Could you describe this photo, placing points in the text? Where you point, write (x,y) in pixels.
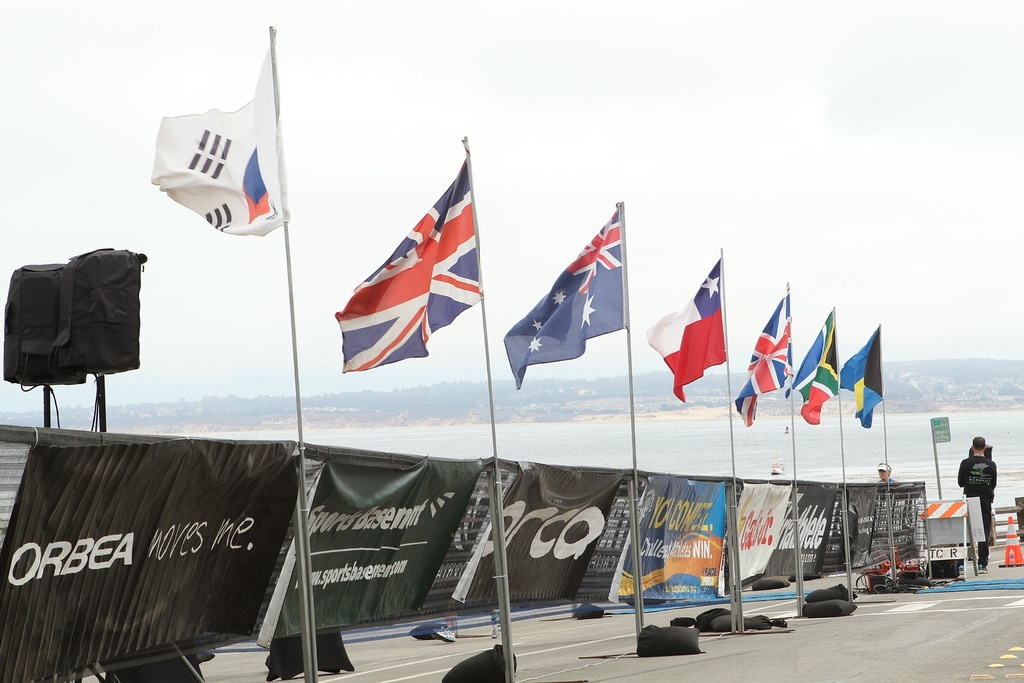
Here in this picture we can see number of flag posts (860,356) present on the road (413,643) and beside it we can see number of banners (270,490) hanging over a place (677,491) and we can also see speakers (95,366) present and in the far we can see a person (970,490) standing and in front of him we can see water (903,452) present all over the place (692,448) and we can see the sky (536,366) is cloudy.
